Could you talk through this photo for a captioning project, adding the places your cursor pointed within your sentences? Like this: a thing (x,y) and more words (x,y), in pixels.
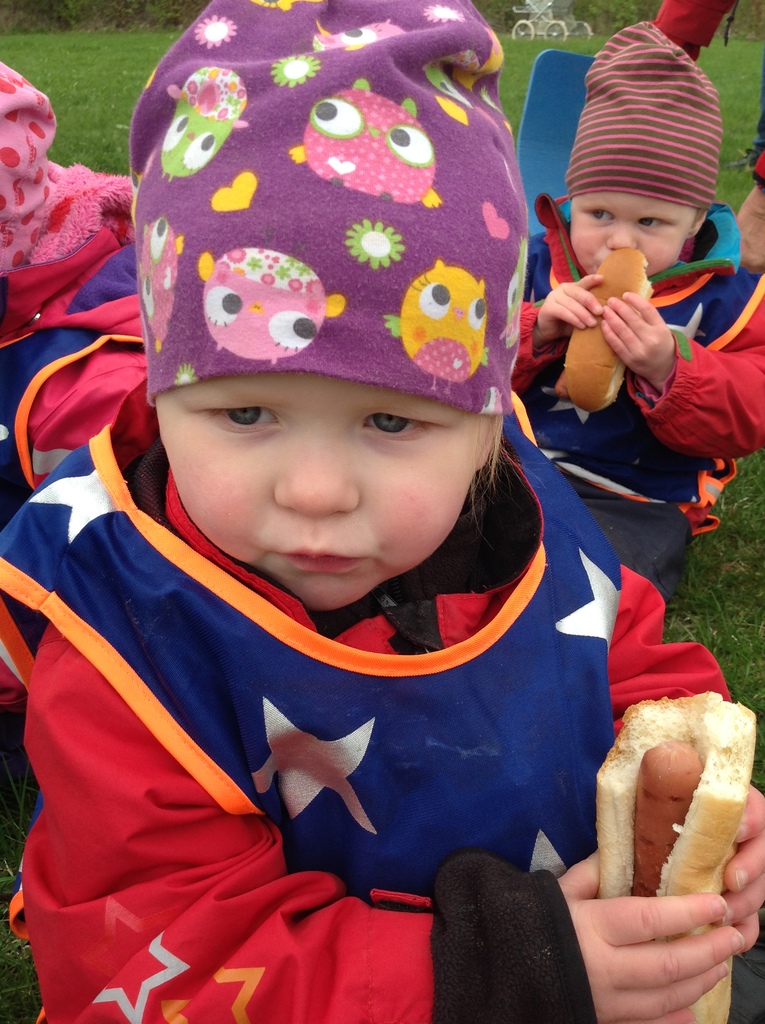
There are children (435,297), it seems like they are eating and grassland (541,40) in the background (59,56).
